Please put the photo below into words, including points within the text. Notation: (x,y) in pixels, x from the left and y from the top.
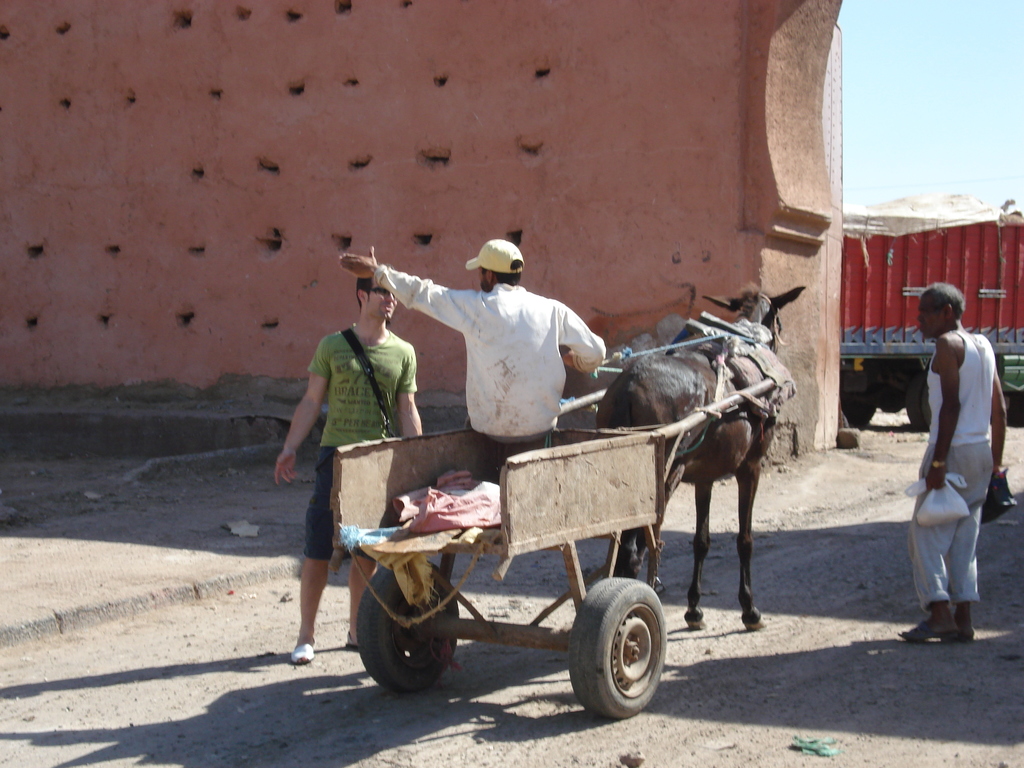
There is a man (586,360) in the center of the image (523,379) on a cart (396,453) and there is another man (352,357) near the cart (396,446). There is an old man (939,446) who is standing on the right side (961,553), by holding polythene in his hands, there is a wall (826,176), sky (955,190), it seems like a vehicle (918,277) in the background area (886,259).
